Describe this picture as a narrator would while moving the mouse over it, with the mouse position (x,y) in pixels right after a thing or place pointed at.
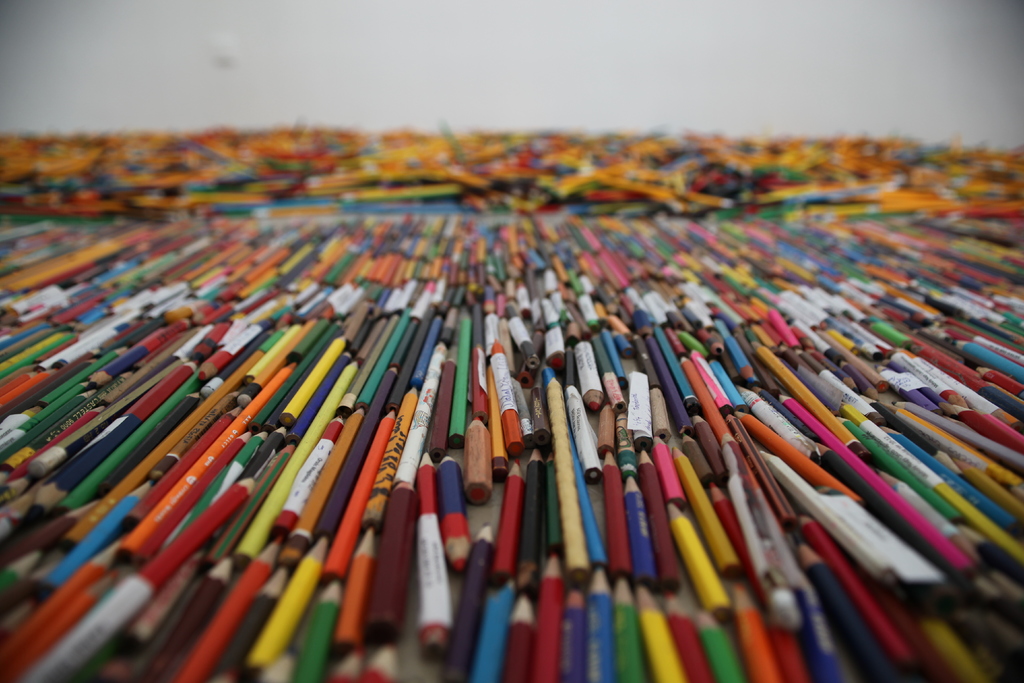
It is a zoomed in picture of many coloring pencils (465,478). In the background (337,89) we can see the plain wall (780,60).
